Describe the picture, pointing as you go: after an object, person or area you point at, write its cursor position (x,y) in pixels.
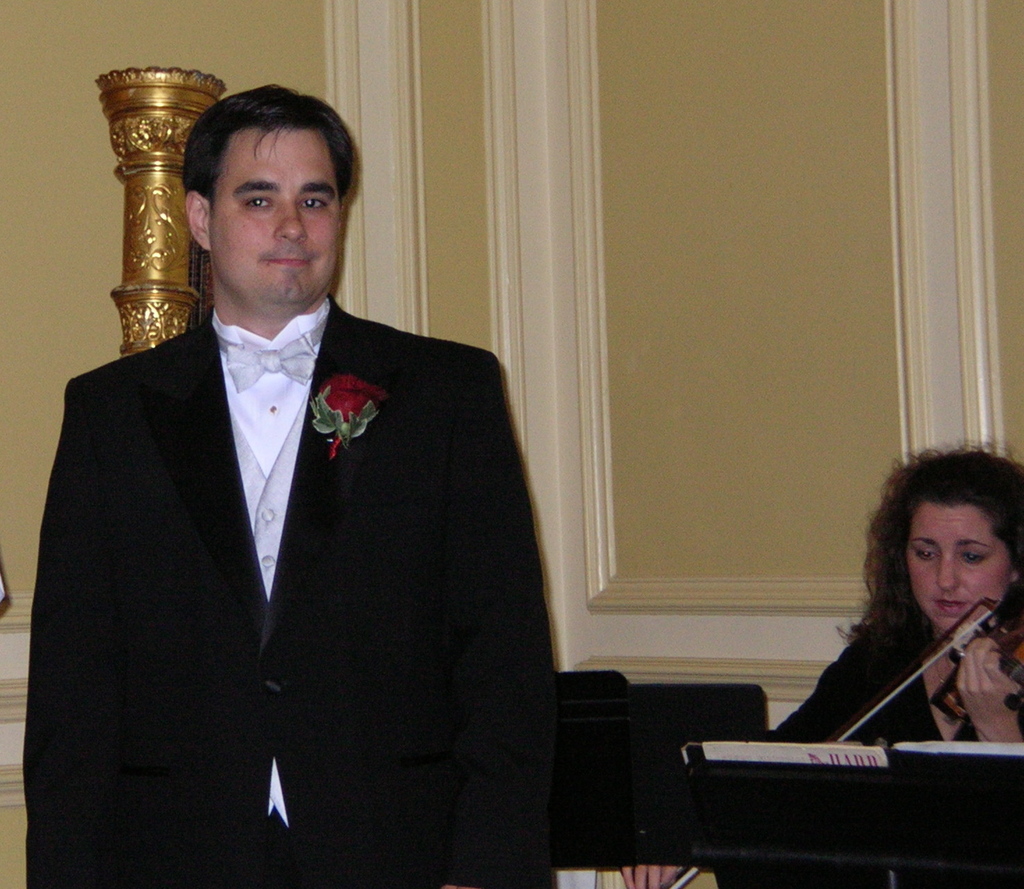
In the picture we can see a man (214,719) wearing black color suit (314,676) standing and in the background of the picture (886,642) there is a woman (940,633) wearing black color dress (895,658) playing musical instrument (929,663) and there is a wall (458,256).
